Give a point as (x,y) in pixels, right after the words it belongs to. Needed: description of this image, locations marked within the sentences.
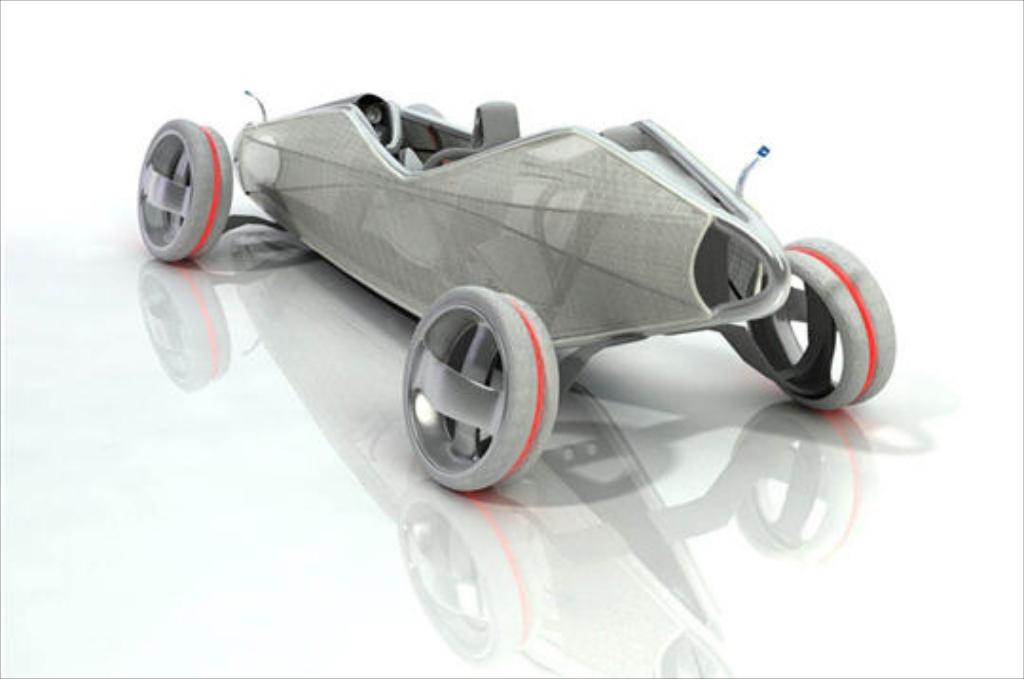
In this picture there is a concept car (318,193) in the center of the image (490,317).
